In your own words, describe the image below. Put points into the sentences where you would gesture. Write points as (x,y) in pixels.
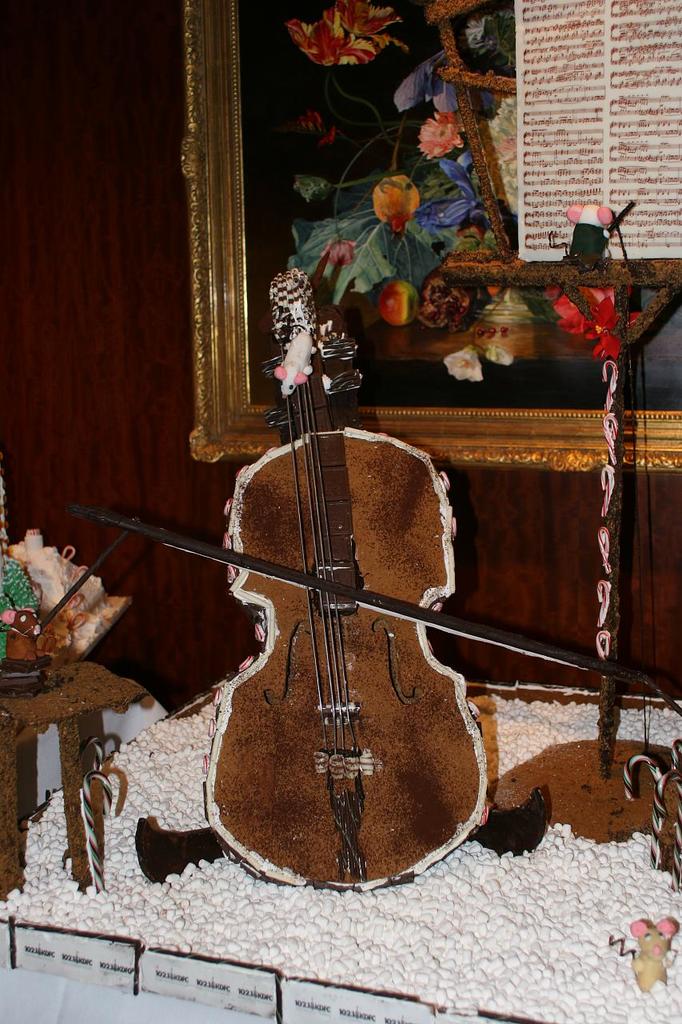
As we can see in the image there is a photo frame (466,238) and a cello (340,615).
